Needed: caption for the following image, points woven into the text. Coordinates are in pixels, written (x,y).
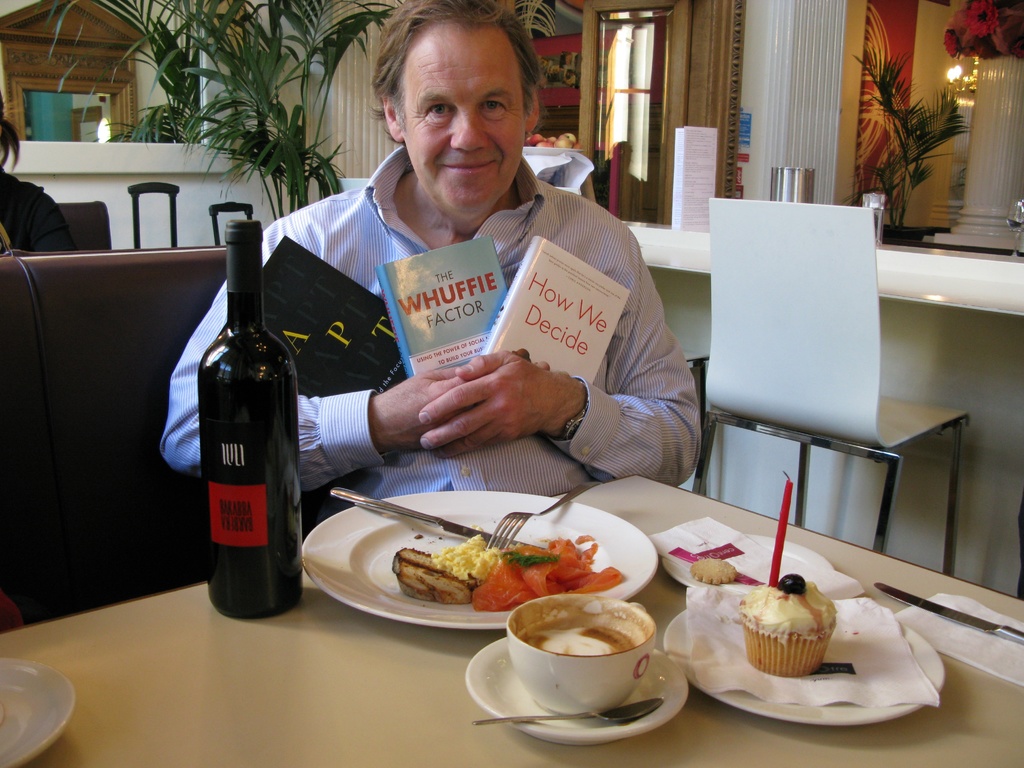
There is a table (359,742) on this table (418,718) there are plates (493,685), cups (524,654), cake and forks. There is a bottle (294,570). Here is the man (373,414) sitting on the sofa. He is holding 3 books (364,380) and also he is wearing watch (572,419), shirt (365,242) behind him there is a plant (298,147) and the right side of an image (906,134) there is a plant (906,134).
